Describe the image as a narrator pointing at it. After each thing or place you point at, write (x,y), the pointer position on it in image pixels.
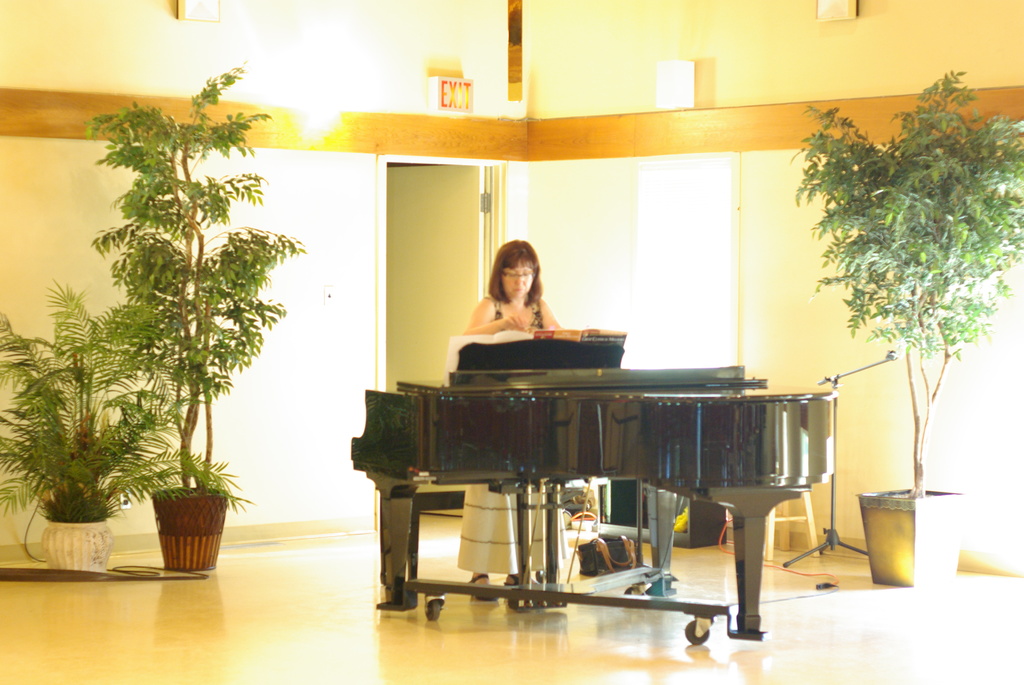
This is an inside view. Here I can see a woman (508,329) standing in front of the piano (543,436). On the right (971,172) and left side of the image (91,445) there are some plants (916,271). In the background (659,9) I can see the wall (742,67). Beside the woman (507,513) there are some objects (611,553) placed on the floor (698,568).
